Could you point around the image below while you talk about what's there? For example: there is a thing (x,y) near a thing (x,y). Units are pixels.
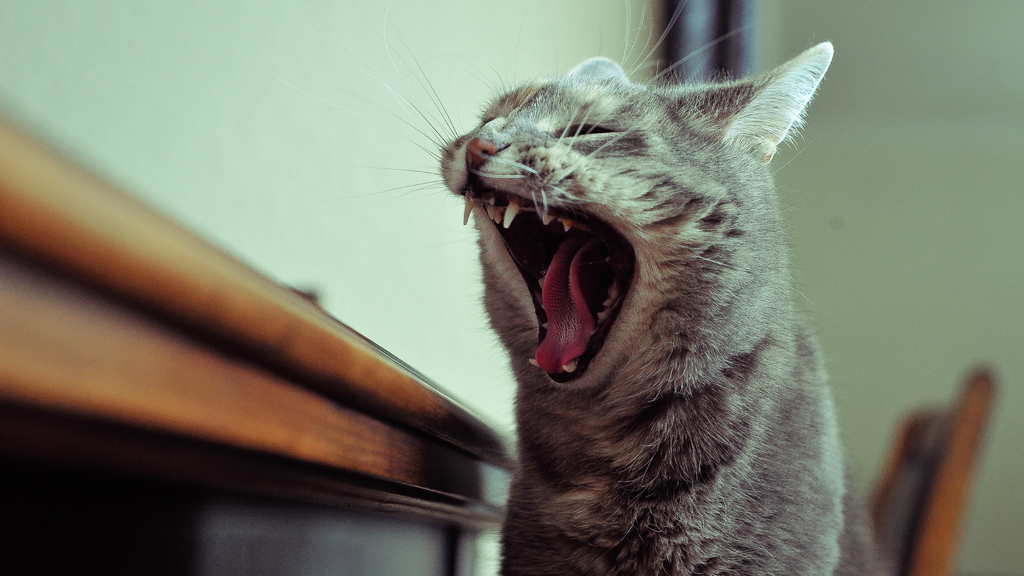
In this image there is a cat (609,352), beside the cat (616,489) there is a table (142,381). On the right side of the image (932,437) there is a chair (936,550). In the background (914,76) there is a wall (923,55).
